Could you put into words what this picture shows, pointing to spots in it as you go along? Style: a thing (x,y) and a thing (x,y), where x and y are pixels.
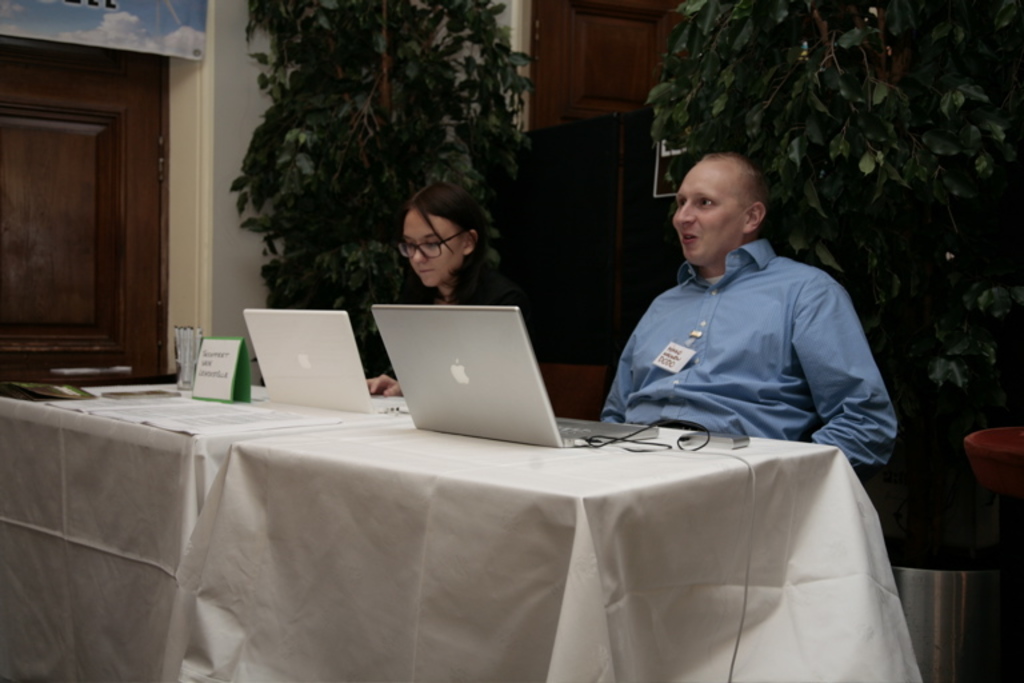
There are two members (698,307) sitting in a chairs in front of a table (630,467) on which laptop (328,369) were placed. There is a man (664,299) and a woman (438,268) in this picture. In the background (766,126) there are some trees (381,70) and a wall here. We can observe a door (77,166) in left side (94,209).
